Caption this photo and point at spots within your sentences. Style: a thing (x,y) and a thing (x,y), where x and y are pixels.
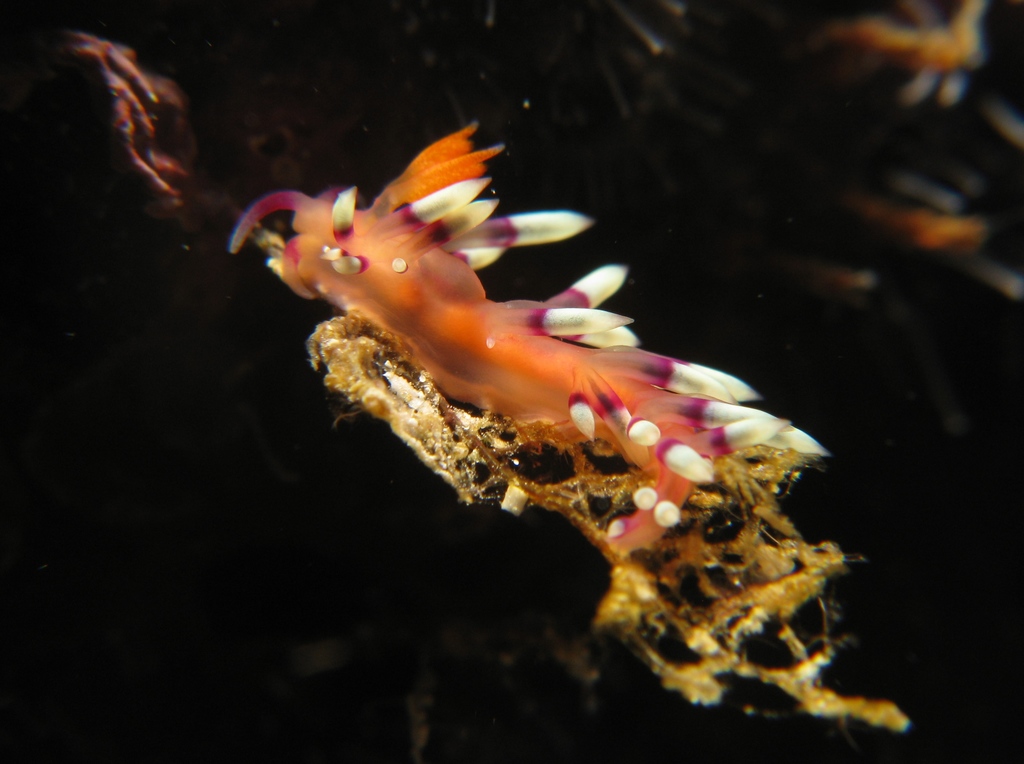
In this image we can see a water animal (722,414).
